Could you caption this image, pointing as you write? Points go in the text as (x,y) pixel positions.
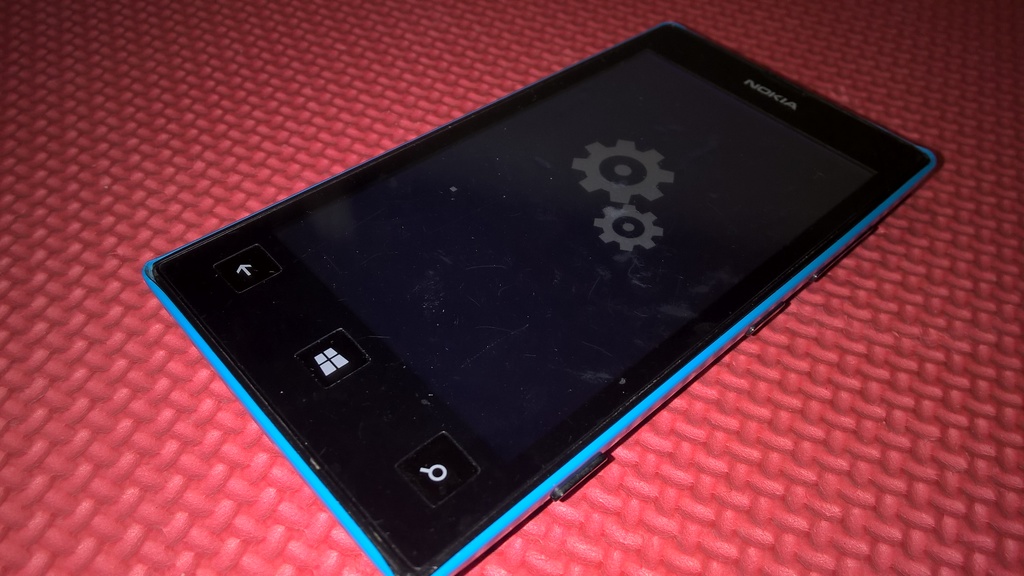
In this picture I can see the mobile phone (699,237) which is kept on the mat (879,427).
